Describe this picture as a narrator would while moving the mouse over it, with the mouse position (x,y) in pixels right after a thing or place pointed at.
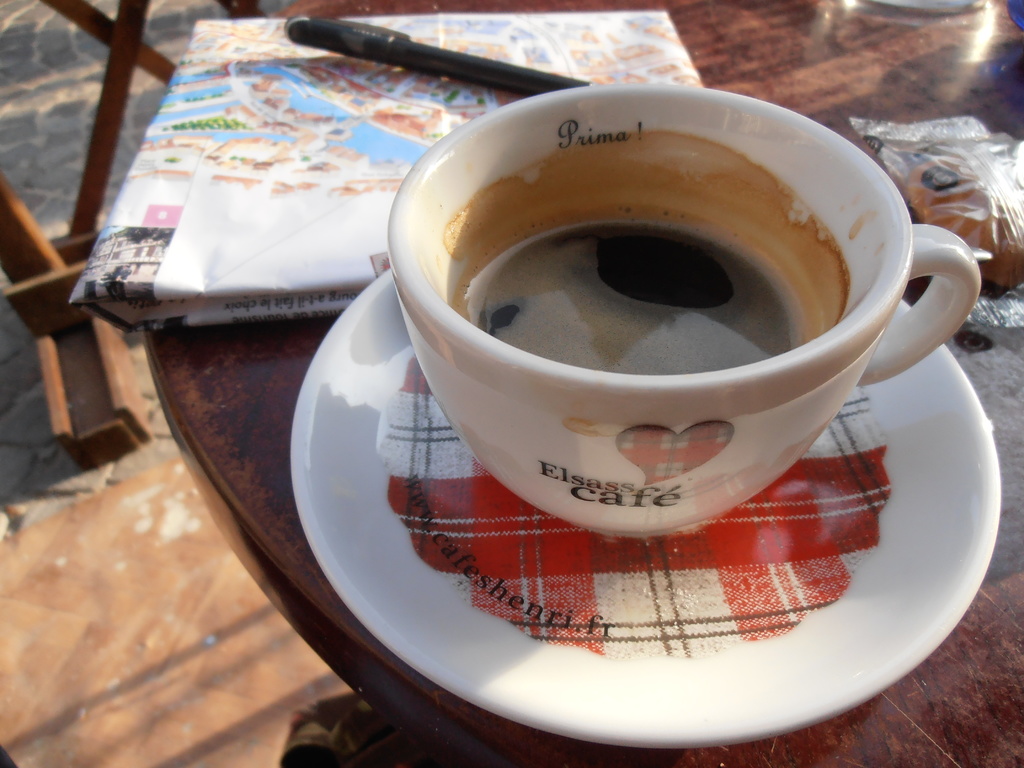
In the foreground of the picture (735,532) there is a table (958,683), on the table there is a saucer (563,569) and a cup (622,281) with coffee (636,270) and a paper (288,212), a pen (446,72) and a bun (964,179). To the top left (19,240) there is a chair (129,85) or some table (44,312). Pavement (57,484) is covered with mat (141,702).
